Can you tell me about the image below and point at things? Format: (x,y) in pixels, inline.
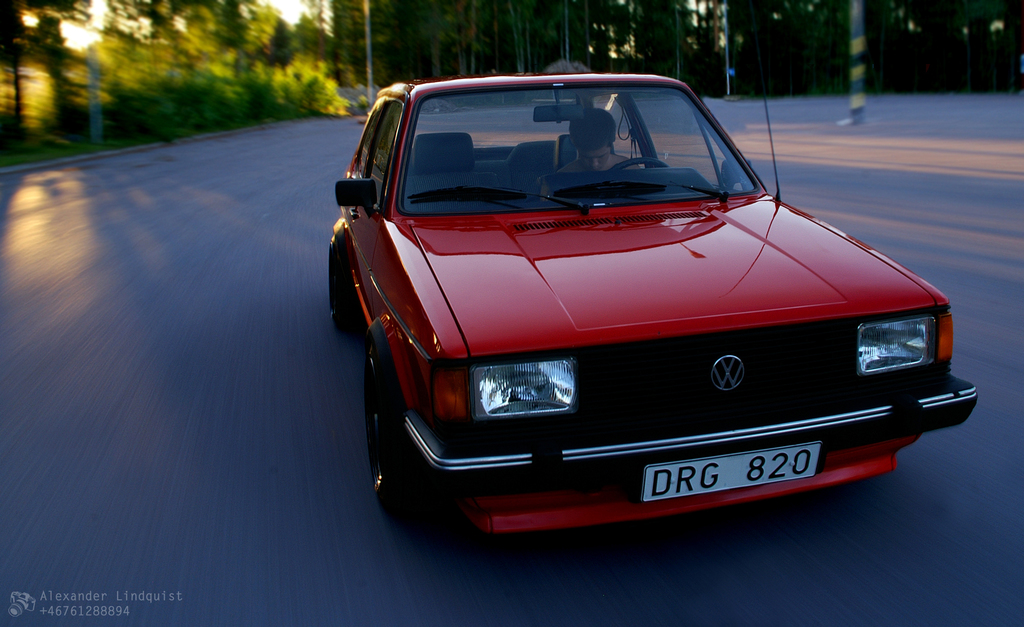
In this image I can see the road (112,311) and on it I can see a red colour car (519,246). I can also see a man (591,116) in this car (602,189) and here I can see something is written. In the background (514,27) I can see number of trees (318,48), poles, shadows (216,151) and over here I can see a watermark (17,594).
